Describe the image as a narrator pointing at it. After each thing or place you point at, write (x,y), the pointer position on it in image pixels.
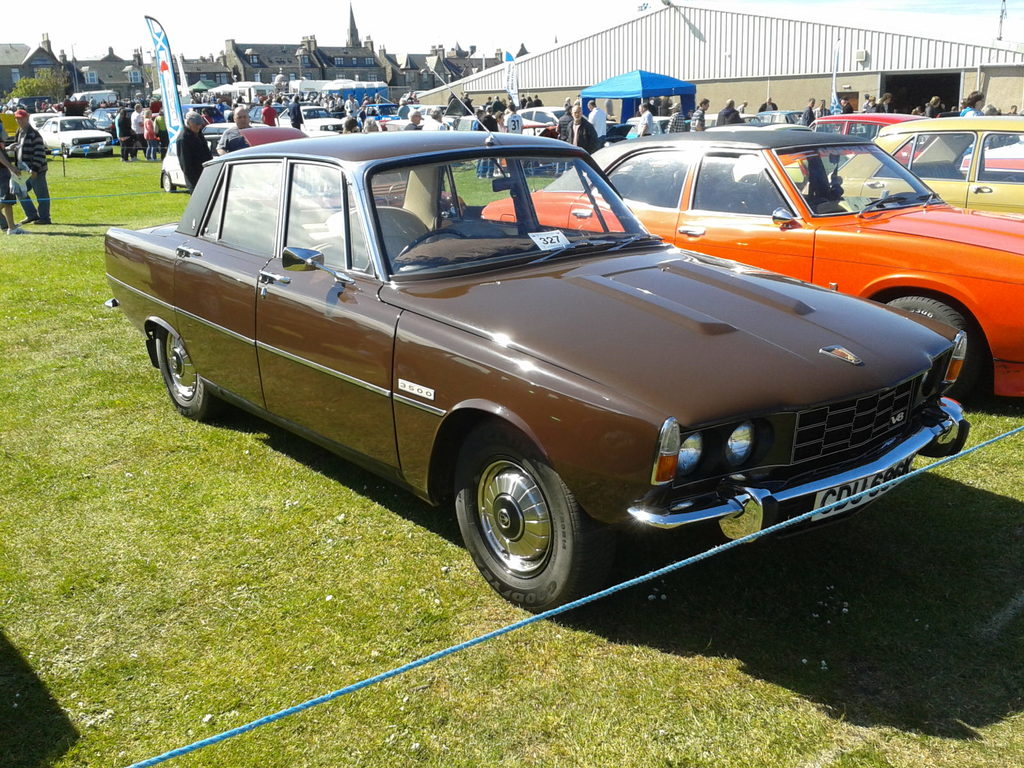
In this picture, I can see a garden (160,485) and green color grass (102,500) and few cars (1009,340) which is parked and also i can see small stall (644,97) and also i can see people (639,114) standing after that few buildings (305,48), I can see a tree (48,84), I can see a rope (211,741) blue color rope (836,506).
